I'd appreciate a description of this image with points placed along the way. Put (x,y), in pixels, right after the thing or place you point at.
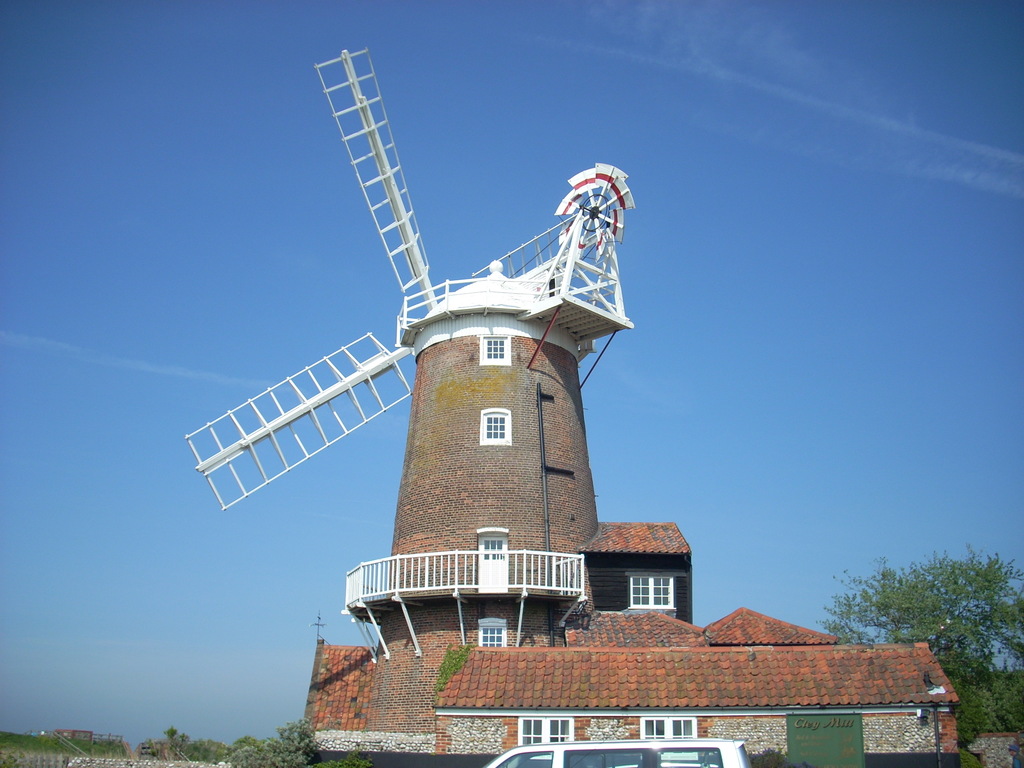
In the picture I can see a windmill (552,382) and there is a vehicle (632,745) in front of it and there are trees (946,640) in the background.
